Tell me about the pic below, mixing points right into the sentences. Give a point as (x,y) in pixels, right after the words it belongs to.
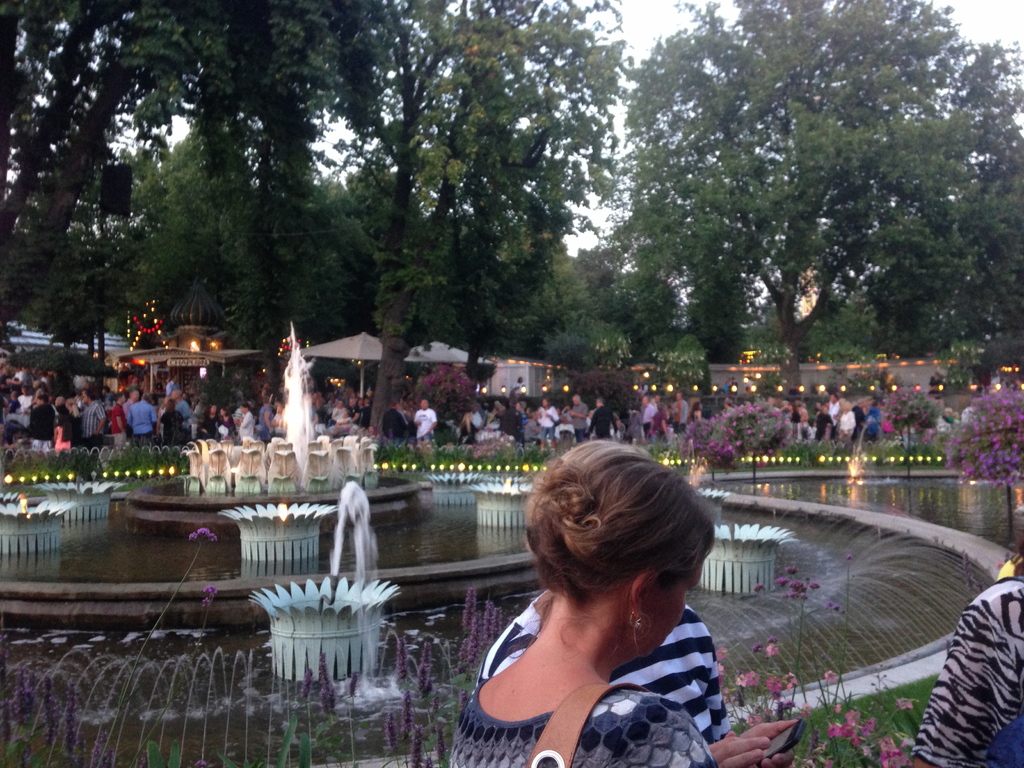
In this picture I can see the three persons (961,713) at the bottom (623,671), in the middle (422,472) there are fountains (401,623) in the background (422,472). I can see few people (258,410), tents (418,357), houses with lights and trees (675,222). At the top (632,53) there is the sky (631,30).
